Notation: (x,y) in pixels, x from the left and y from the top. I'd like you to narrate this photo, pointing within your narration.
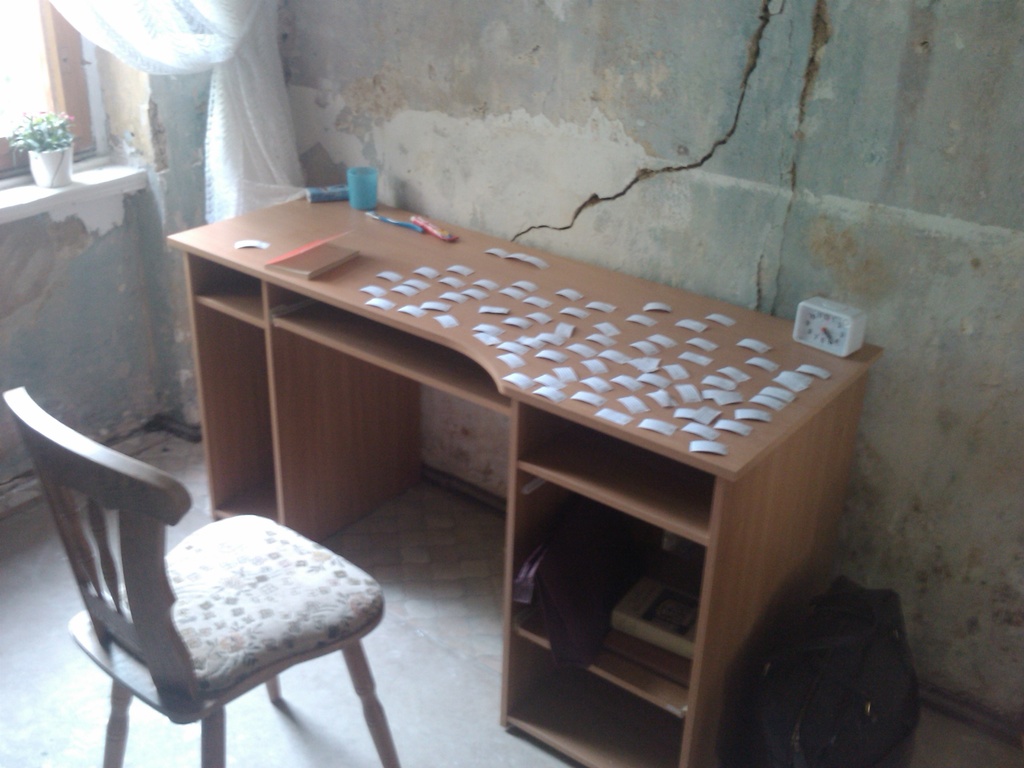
The picture is clicked in a room (747,557). In the center of the picture (588,317) there is a desk (338,273), on the desk (364,310) there are books (630,595), bag (612,569), papers (667,366), clock (846,337), glass (361,200), brush (411,226) and other objects (668,599). On the left (136,592) there is a chair (138,592). On the right (828,669) there is a bag (808,725). On the left (14,18) there are curtain (117,55), window (56,80) and flower plant (33,140). At the top (391,109) it is wall (616,128).
